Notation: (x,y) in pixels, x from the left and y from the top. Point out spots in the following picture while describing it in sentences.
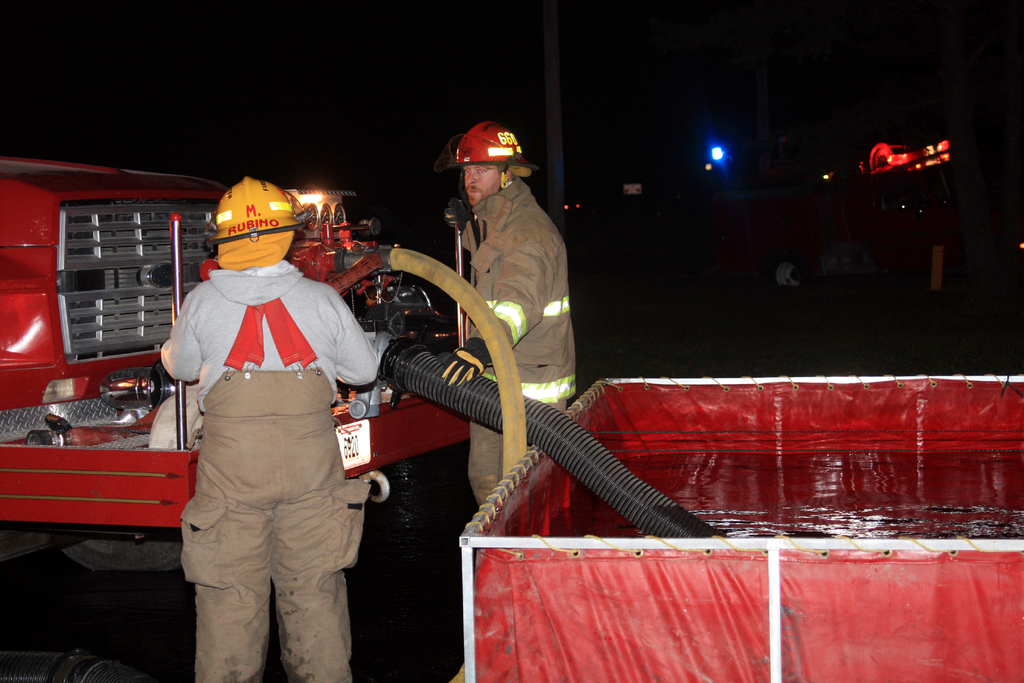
In this picture we can see few vehicles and group of people (512,282), in front of them we can see a machine (372,250) and they wore helmets (238,206), on the right side of the image (748,462) we can see water (749,481), in the background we can find a pole (765,147) and few lights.
